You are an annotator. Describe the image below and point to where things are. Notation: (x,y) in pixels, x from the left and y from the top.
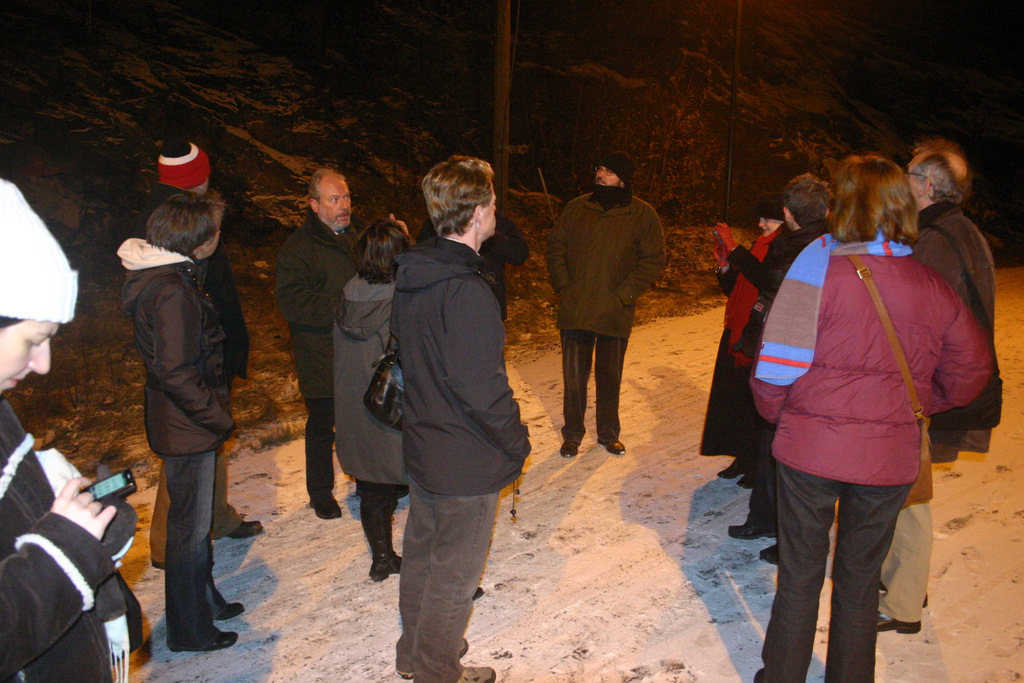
In this image we can see a group of people (852,380) standing on the road (407,502). They are wearing the jackets (439,264) and trousers (420,514). Here we can see a person (62,308) on the left side (58,489) is holding the mobile phone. Here we can see a woman (939,368) on the right side (900,419) is carrying a bag (912,494). In the background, we can see the poles (501,82) and trees (565,166).
